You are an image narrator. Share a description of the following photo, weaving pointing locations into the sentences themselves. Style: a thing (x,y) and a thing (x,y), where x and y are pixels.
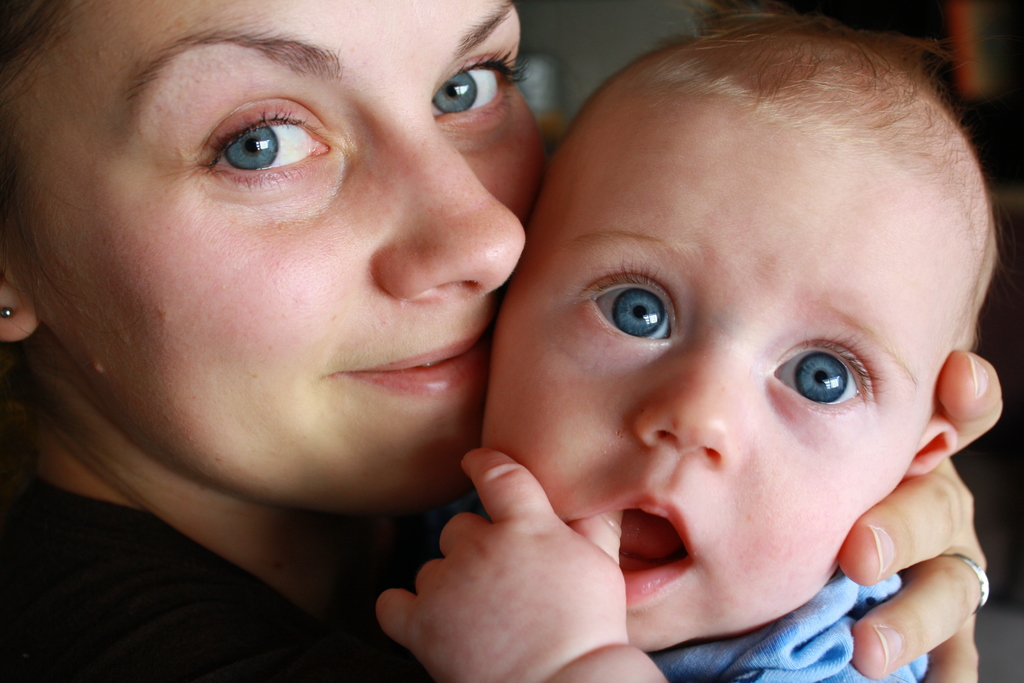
In this image I can see a lady (119,151) holding baby (595,415).
